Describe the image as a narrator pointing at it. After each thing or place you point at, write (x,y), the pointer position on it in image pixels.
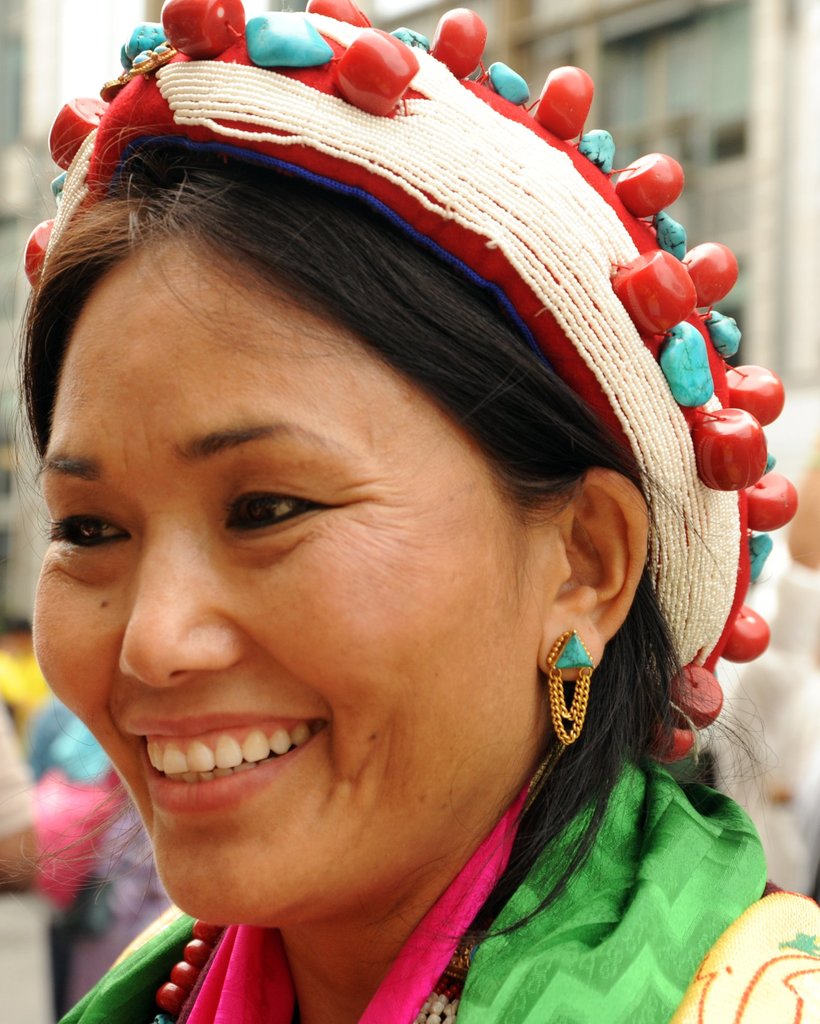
In this image we can see a person (539,555) who has some cap (591,325) on the head (412,490) to which there are some beads (461,22).
